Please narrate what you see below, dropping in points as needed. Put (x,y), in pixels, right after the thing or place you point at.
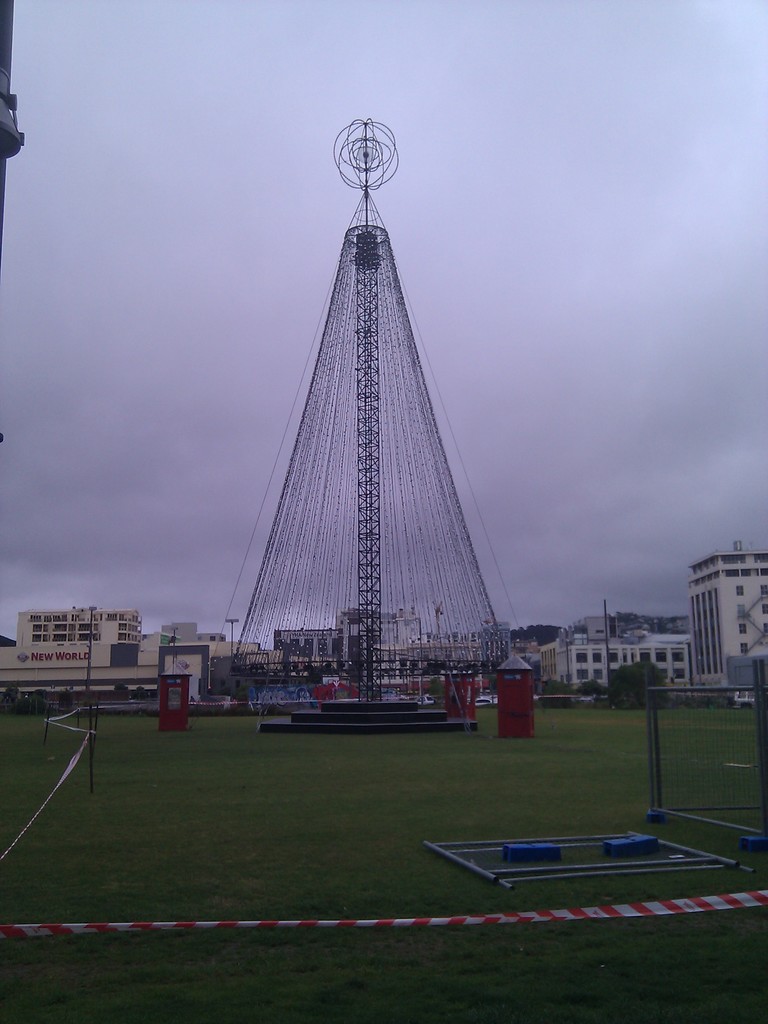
At the bottom of the image (423,990) I can see the grass (423,990). This is looking like a playing ground (260,839). In the background (357,406), I can see a transmission pole (364,418) and many buildings (705,640). At the top of the image (608,165) I can see the sky (615,191).
